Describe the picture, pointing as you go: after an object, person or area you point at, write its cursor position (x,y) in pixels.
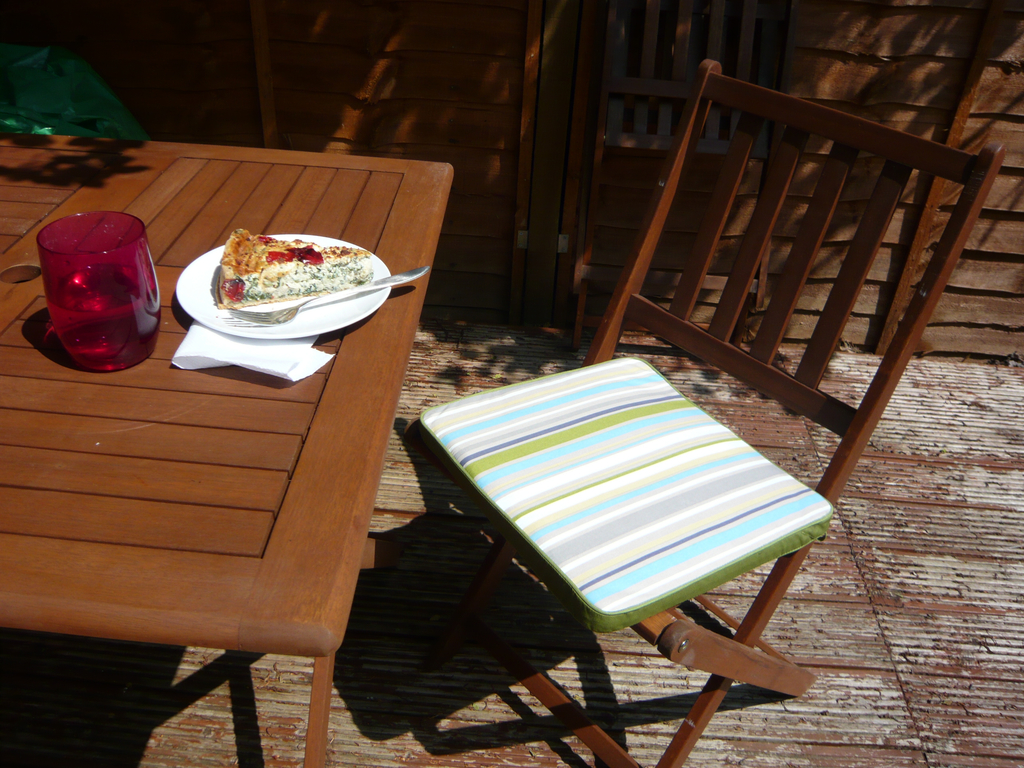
This picture shows a chair (926,161) and some food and a glass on the table (7,595).
